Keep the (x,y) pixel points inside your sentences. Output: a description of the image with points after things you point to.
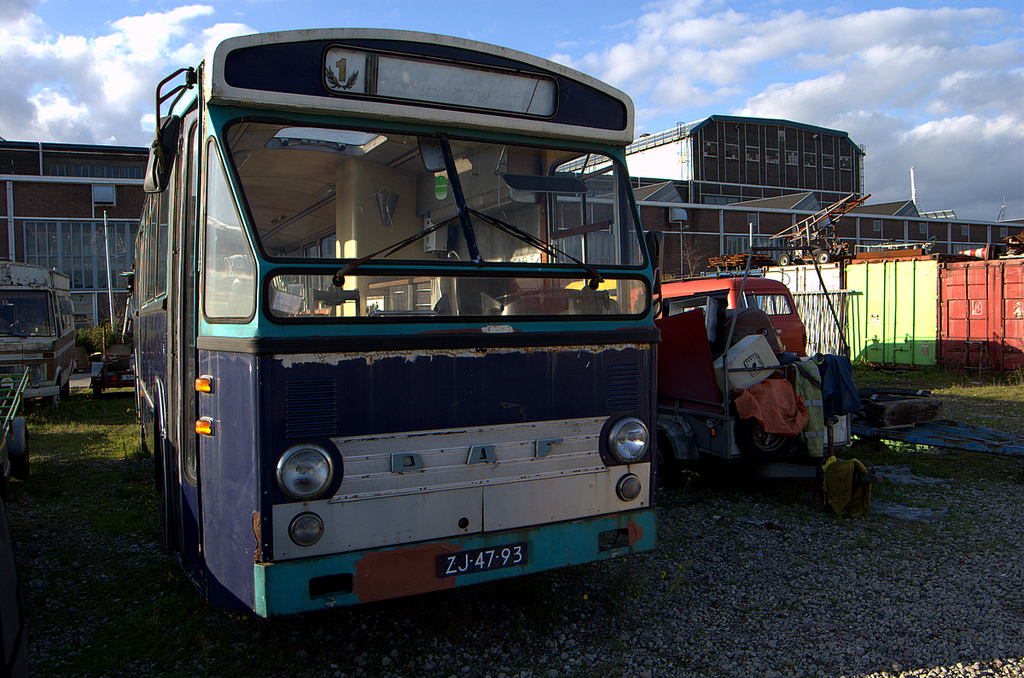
In this image I can see a vehicle (377,392) which is blue, white, black and brown in color is on the ground (566,578). In the background (94,441) I can see some grass (104,430), few other vehicles (63,355), few buildings (113,173), few containers (875,319) and the sky (799,65).
